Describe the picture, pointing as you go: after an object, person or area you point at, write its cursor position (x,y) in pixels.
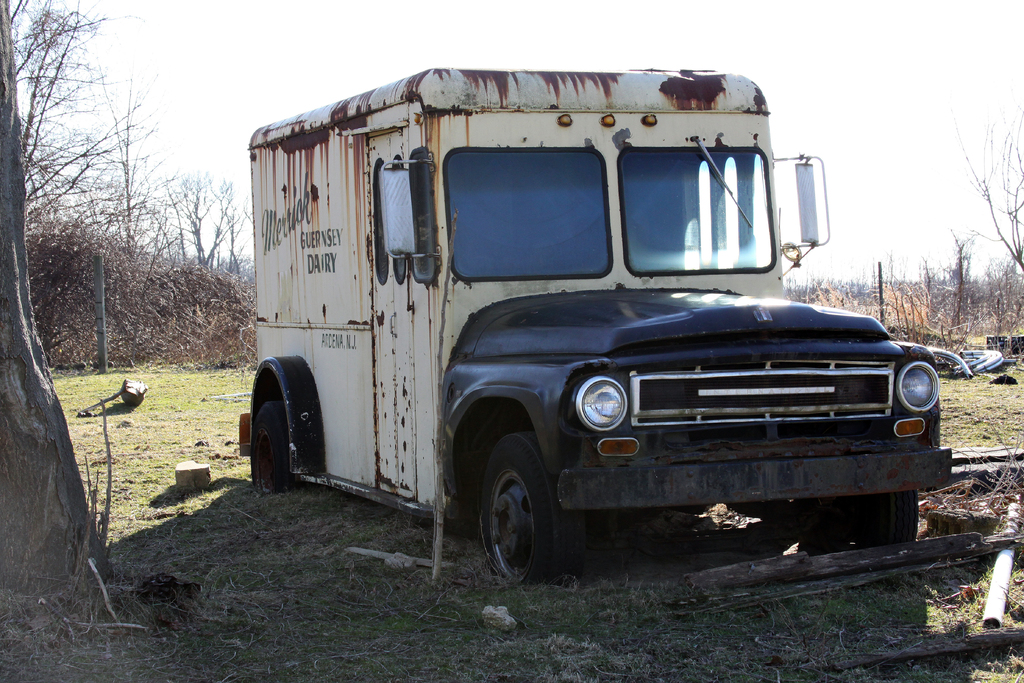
In this image I can see grass ground (798,655) and on it I can see few stones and few wooden things (780,566). I can also see a white and black colour vehicle (264,194) in the front (416,457) and on the right side of this image (1004,380) I can see few objects (950,359) on the ground (964,382). I can also see number of trees (4,401), the sky (892,160) and on the both sides of the image I can see two poles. I can also see something is written on the left side of the vehicle (365,271).
